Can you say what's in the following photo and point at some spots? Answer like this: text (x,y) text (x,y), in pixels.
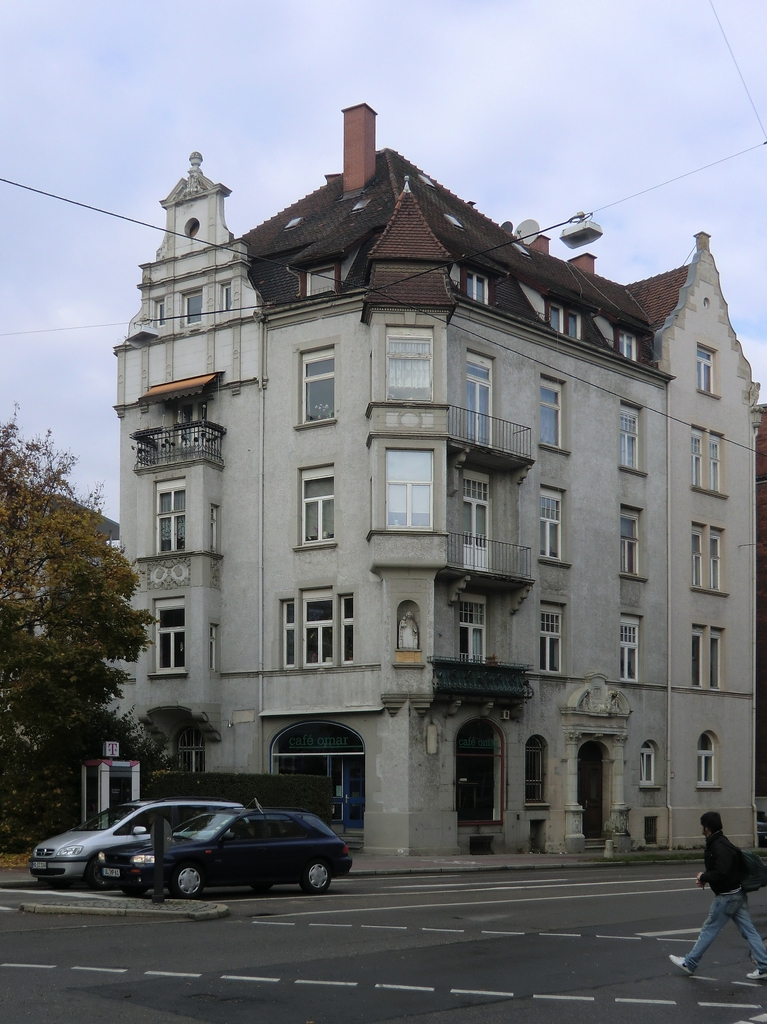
This picture is clicked outside. On the right (725,857) we can see a person (736,877) wearing a bag (759,878) and walking on the road (429,978) and on the left (233,846) we can see the cars (136,823) seems to be running on the road (5,932). In the background (110,481) we can see the sky (76,167), buildings (457,590), trees (74,657) and some other items (161,848).
